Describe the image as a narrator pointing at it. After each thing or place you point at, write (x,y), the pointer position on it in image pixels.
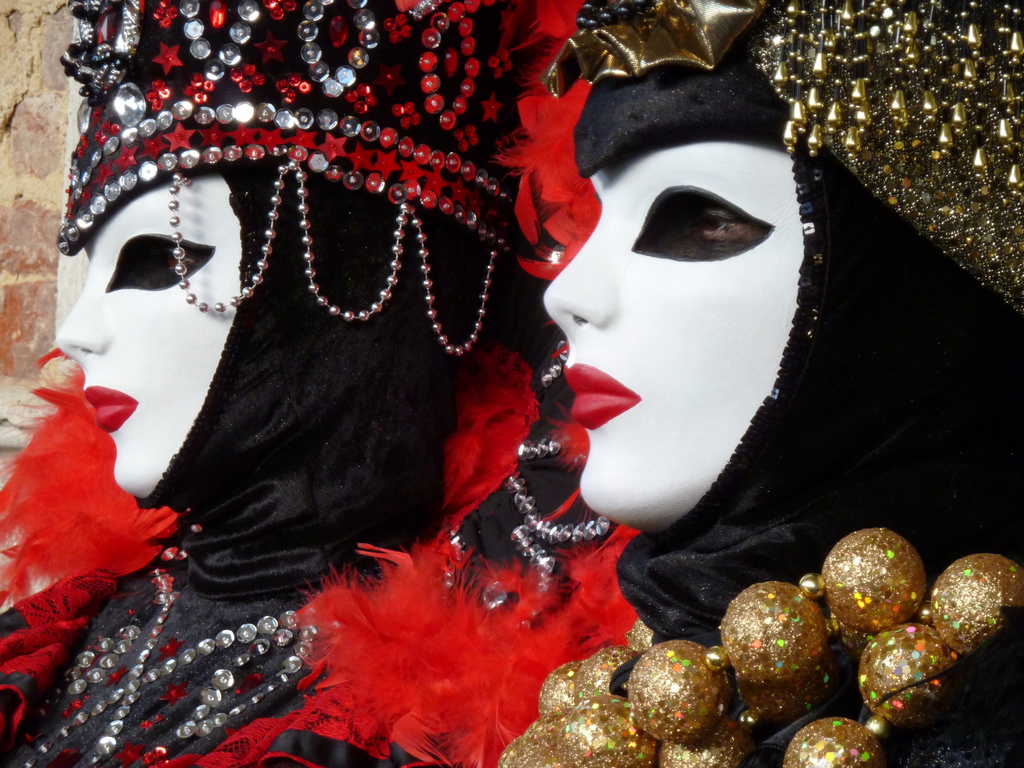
In this image, we can see people (669,351) wearing masks (200,280) and in the background (40,89), there is a wall (30,75).
